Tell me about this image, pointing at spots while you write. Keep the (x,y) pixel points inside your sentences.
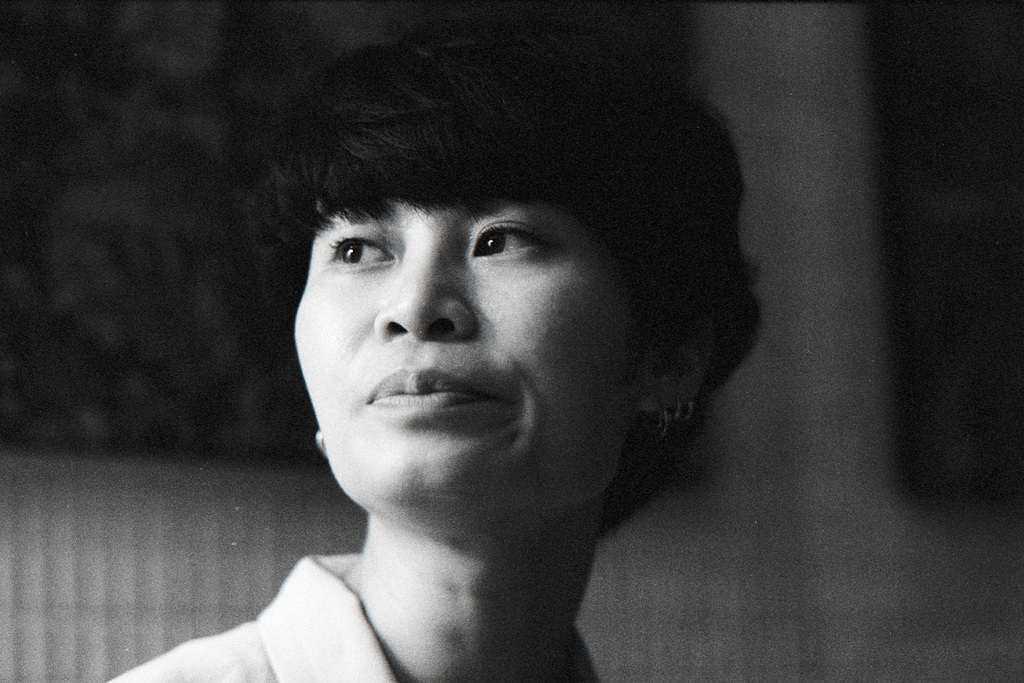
This is a black and white image. Here I can see a woman (539,530) looking at the left side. The background (859,585) is blurred.
